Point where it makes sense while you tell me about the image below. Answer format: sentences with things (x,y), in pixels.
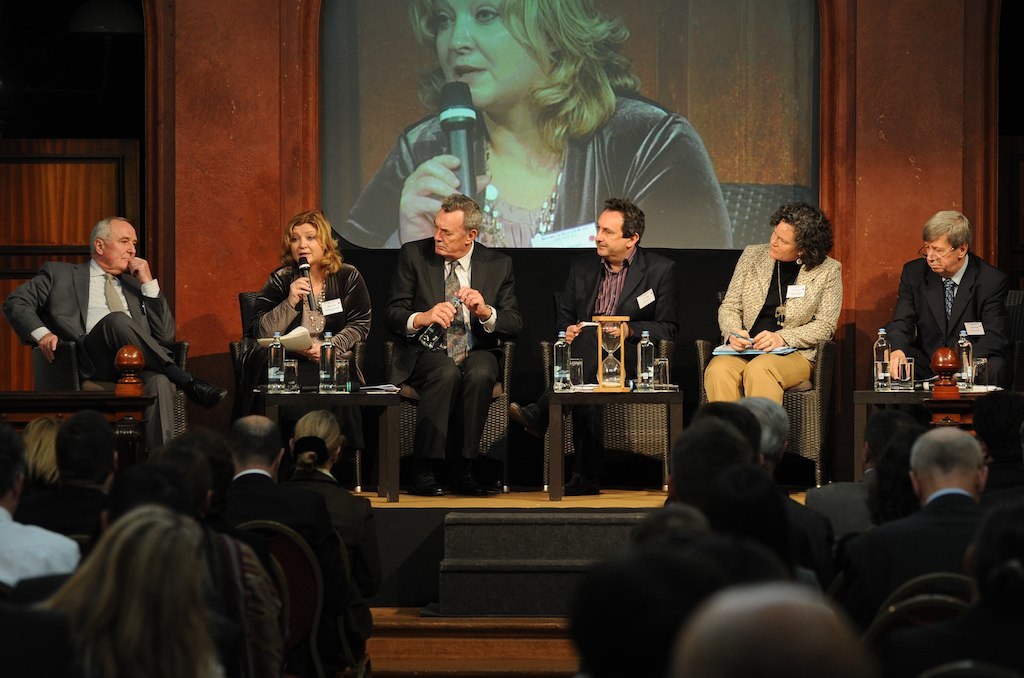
In this image we can see many people (701,504) sitting on chairs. Also there are tables (655,395). On the tables (885,394) there are bottles (880,382) and glasses (658,366). Also there is a sand clock (611,382) on the table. In the back (515,124) there is a screen (413,88). On the screen (413,89) we can see a lady (498,90) holding a mic (460,142). And there are steps (469,561).
